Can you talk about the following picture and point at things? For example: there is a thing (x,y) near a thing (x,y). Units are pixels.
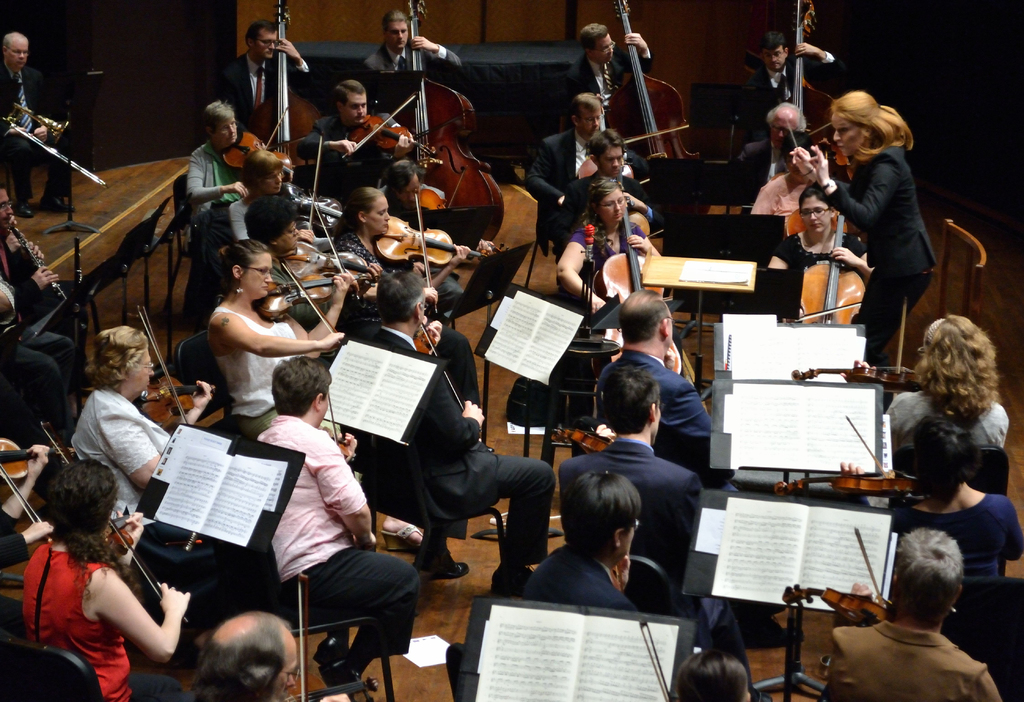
In this picture we can observe some people (382,558) sitting in front of a book (220,454) which is placed on the stand (391,437). Many of them are holding violins (329,282) in their hands (130,525). There are men (340,500) and women (612,207) in this picture. In the background (590,81) we can observe people (348,82) with instruments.
